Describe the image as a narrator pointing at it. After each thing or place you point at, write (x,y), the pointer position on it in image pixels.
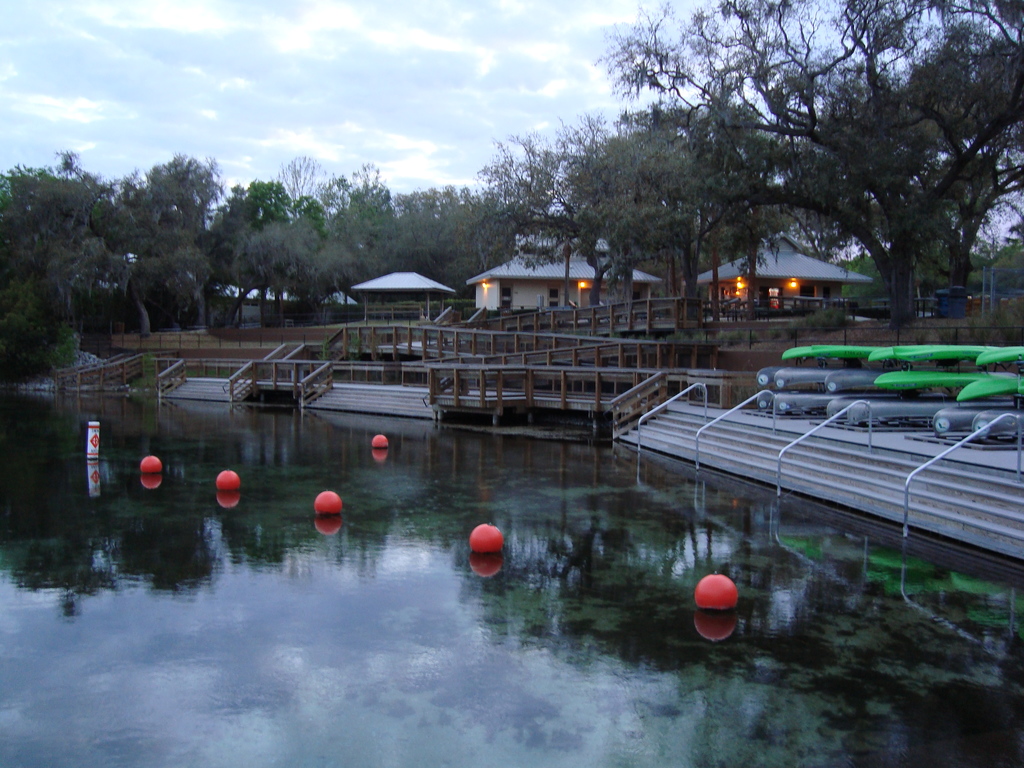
This picture is clicked outside. In the foreground (189,578) we can see an object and the ball like objects (484,542) are in the water body (335,657). In the center (399,405) we can see the staircase (961,490), metal rods (1018,453), a bridge like object (411,359), a gazebo (432,287) and the houses (790,290) and we can see the lights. On the right (931,353) there are some objects (827,393) placed on the ground (927,435). In the background (258,83) we can see the sky (373,91) with the clouds (337,174) and we can see the trees (496,202), houses (573,292) and some other objects (951,295).
